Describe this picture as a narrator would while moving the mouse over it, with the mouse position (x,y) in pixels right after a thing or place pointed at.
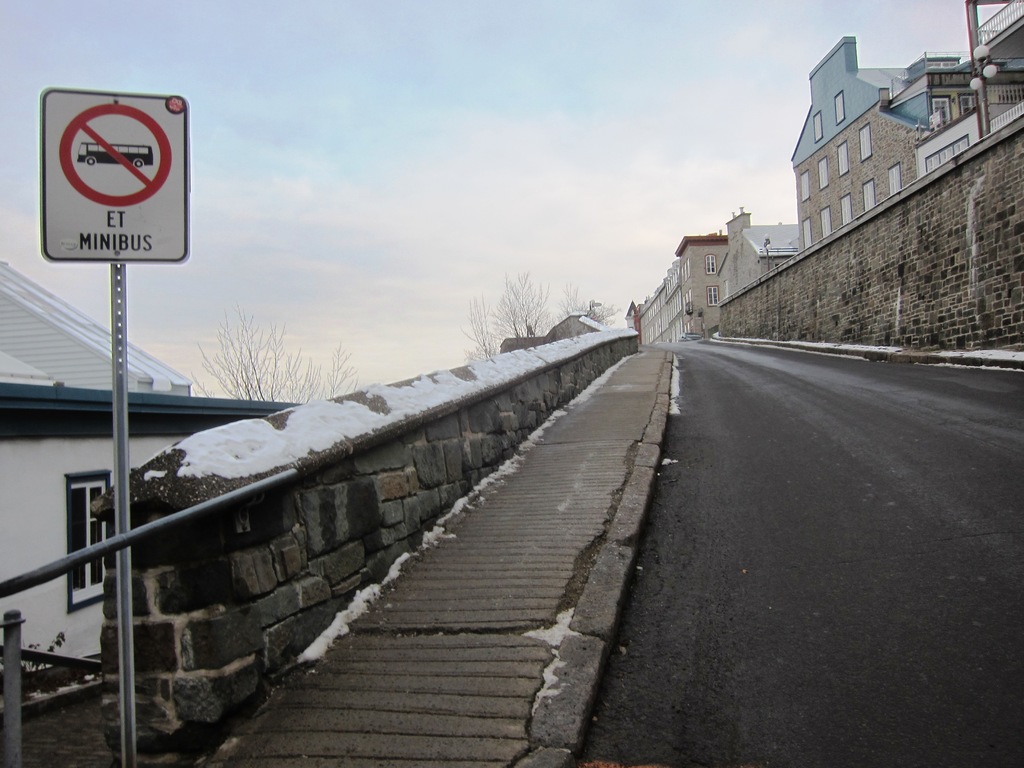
In this picture there is a sign board (104,227) in the front (116,372). On the right side (739,274) there are buildings (790,248). In the center (592,424) there is a road (823,479) and a footpath (563,510). On the left side (80,394) there is a building (106,394) and there are dry trees (482,329) and the sky (596,159) is cloudy.
